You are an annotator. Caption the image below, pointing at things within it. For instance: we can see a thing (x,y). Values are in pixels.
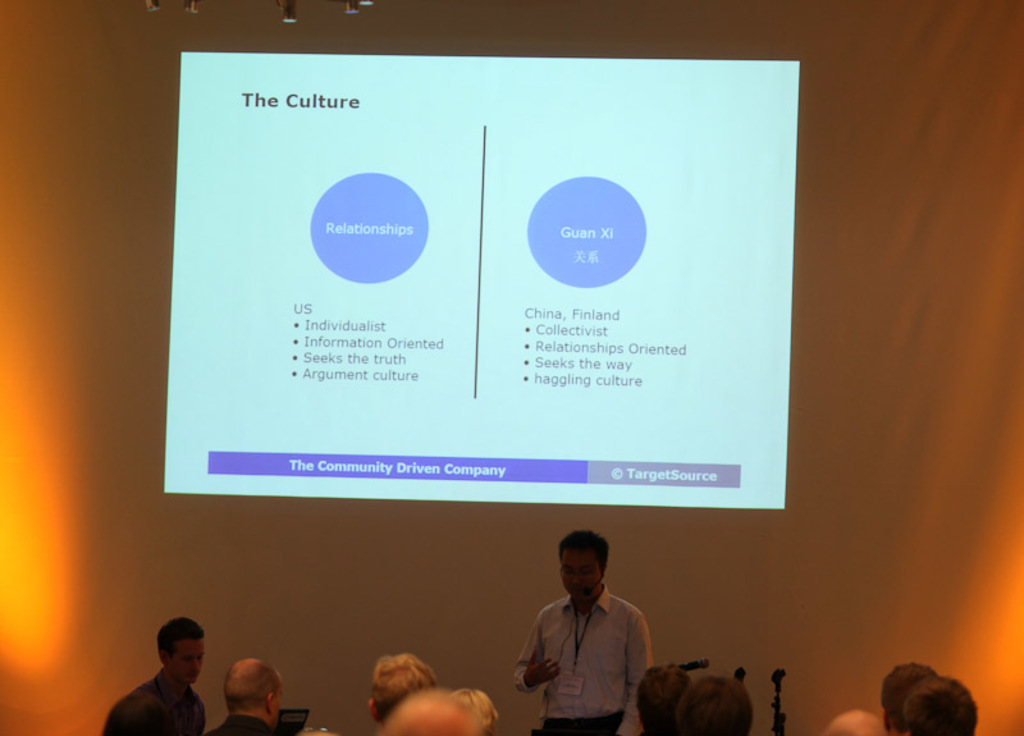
In this picture, we can see a few people (633,634), and we can see some objects (742,673) in the bottom (294,714) and top side of the picture (187,4), we can see the screen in the background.
